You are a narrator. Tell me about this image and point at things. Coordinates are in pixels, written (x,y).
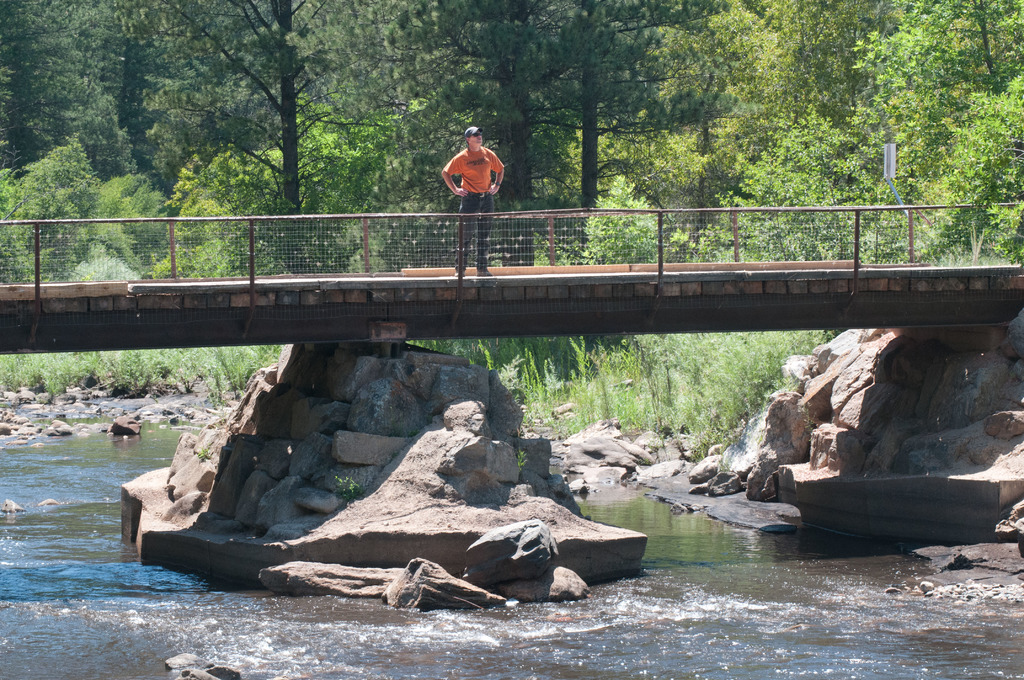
This is a person (475,252) standing on the bridge (579,304). I think these are the rocks (606,474). This looks like a river (36,493) with the water (76,574) flowing. These are the trees (916,71) with branches (916,71) and leaves (955,69). I can see the plants (520,374).
